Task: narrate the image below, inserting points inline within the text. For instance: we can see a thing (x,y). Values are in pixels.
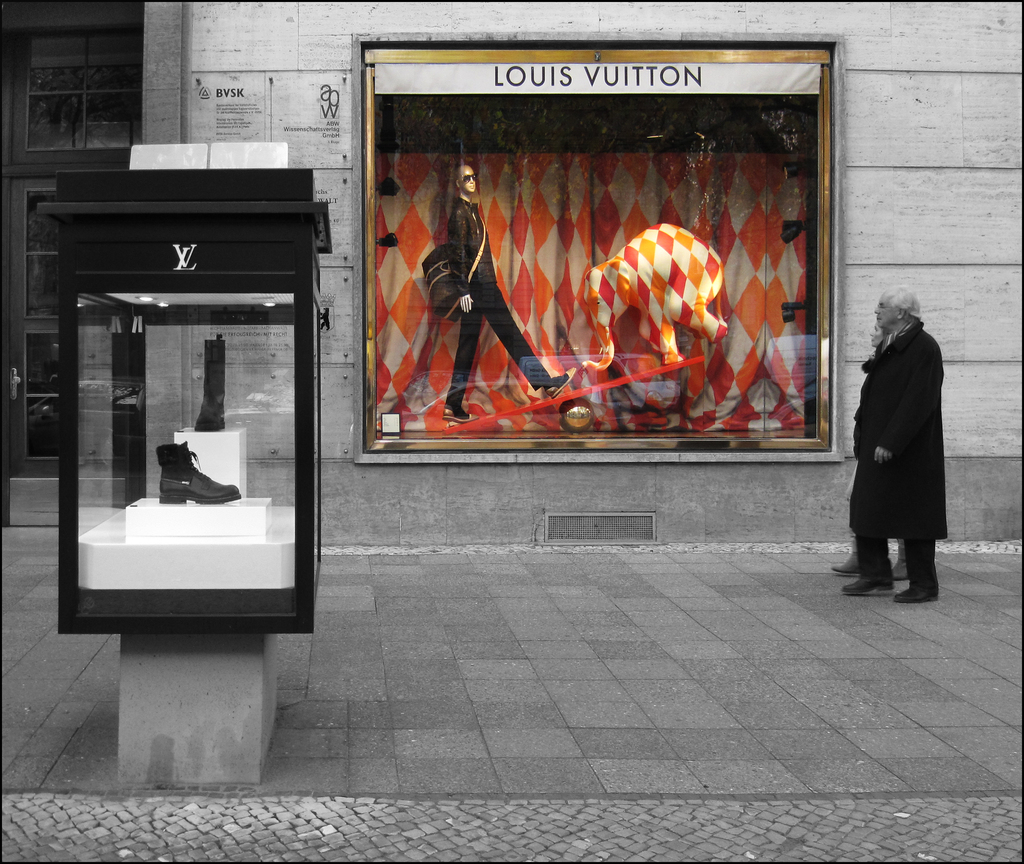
In the background (895,38) we can see the wall (306,55) and a door (11,191). In this picture we can see boards (265,339) with some information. Through the glass (622,251) we can see mannequin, few objects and depiction of an elephant (650,302). On the right side of the picture (876,398) we can see people (919,467) walking on the road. On the left side of the picture (215,500) we can see footwear (233,491) displayed in a glass box (252,353).
